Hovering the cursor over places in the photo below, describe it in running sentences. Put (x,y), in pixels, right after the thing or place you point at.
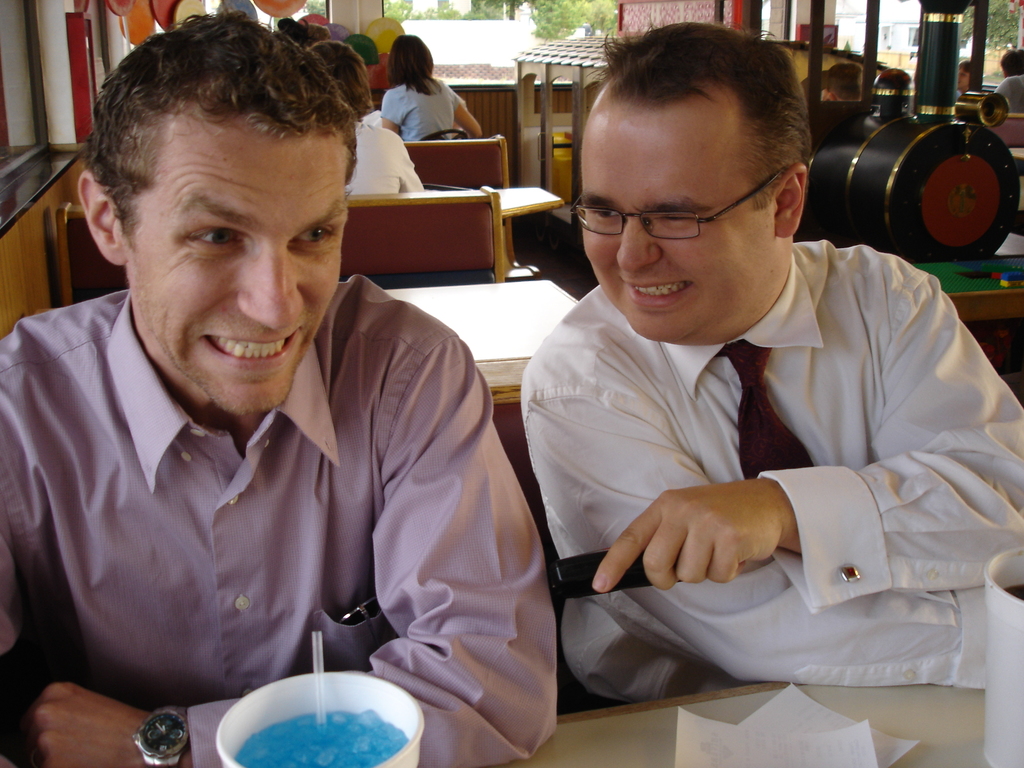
This picture is of inside the room (37,139). In the foreground (610,442) there are two persons (771,358) sitting on the bench (549,545). There is a table (629,732) on the top of which glass (1021,687) and papers (859,729) are placed. In the background (468,221) we can see the table (523,209) and benches (460,210) and there are some persons (461,116) sitting on the benches (455,167) and we can see the outside view (881,14) through the windows (505,15).
